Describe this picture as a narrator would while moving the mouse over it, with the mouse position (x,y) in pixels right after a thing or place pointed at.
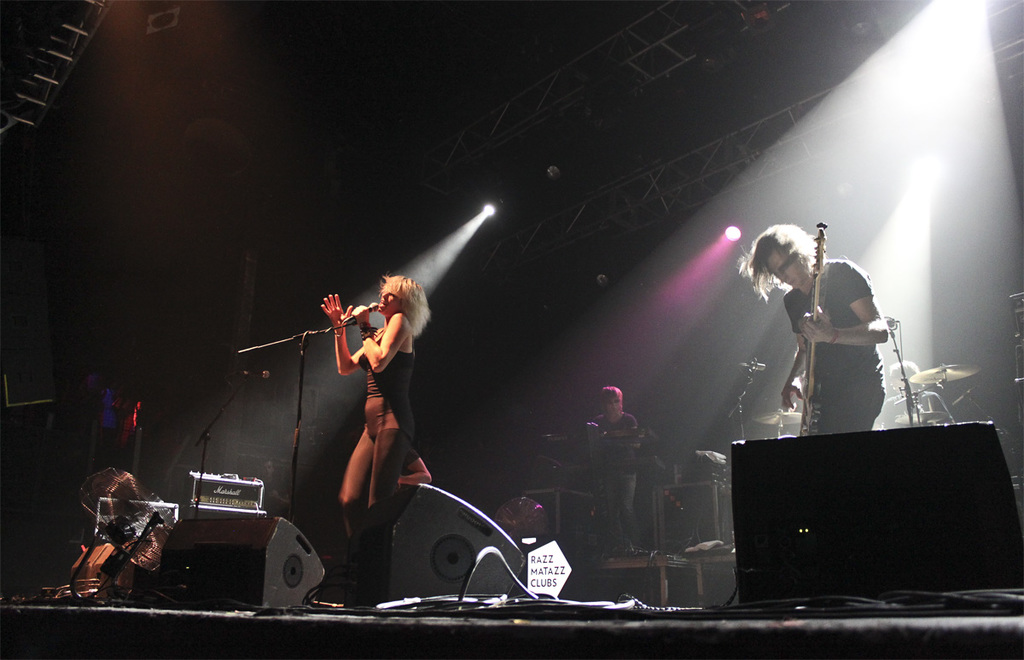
In this picture I can see a woman (393,372) singing with the help of a microphone (355,317) on the dais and I can see a man (829,304) playing a guitar (813,363) and another human (627,464) playing a piano (626,451) and another person (911,367) playing drums (920,410) in the back (899,395) and I can see lights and speakers (281,566) on the dais (657,614) and I can see dark background (402,212) and a small board (550,586) with some text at the bottom (563,587).
